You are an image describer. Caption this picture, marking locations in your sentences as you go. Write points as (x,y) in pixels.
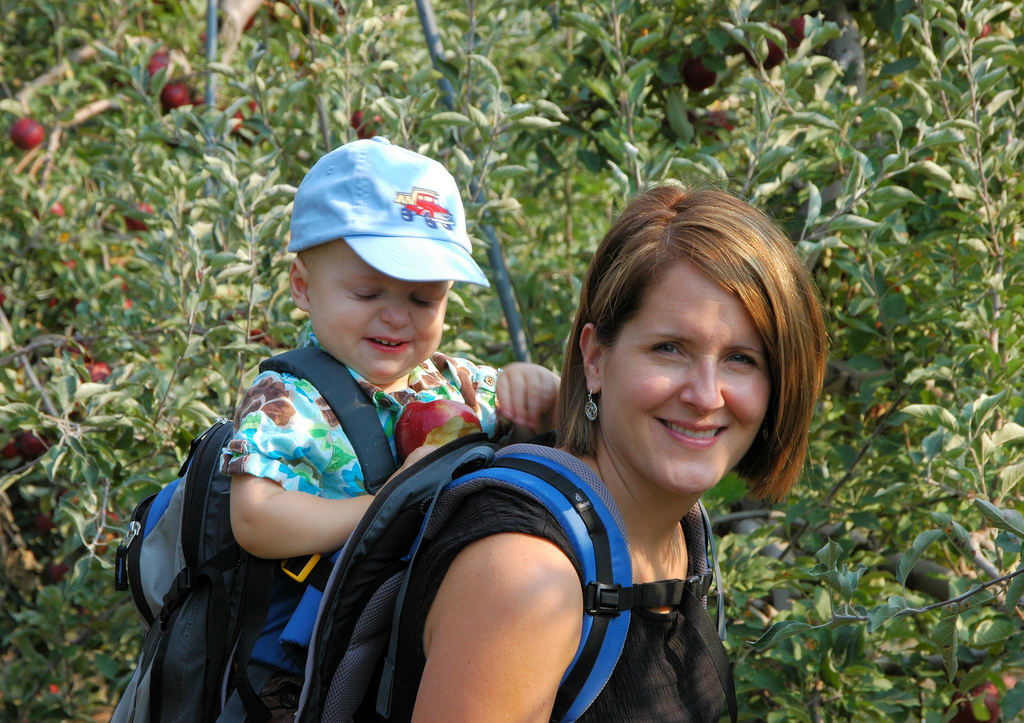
In this image we can see few people (453,600) and one of them is carrying a bag (615,562) on the back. There are few fruits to a plant (112,254).
